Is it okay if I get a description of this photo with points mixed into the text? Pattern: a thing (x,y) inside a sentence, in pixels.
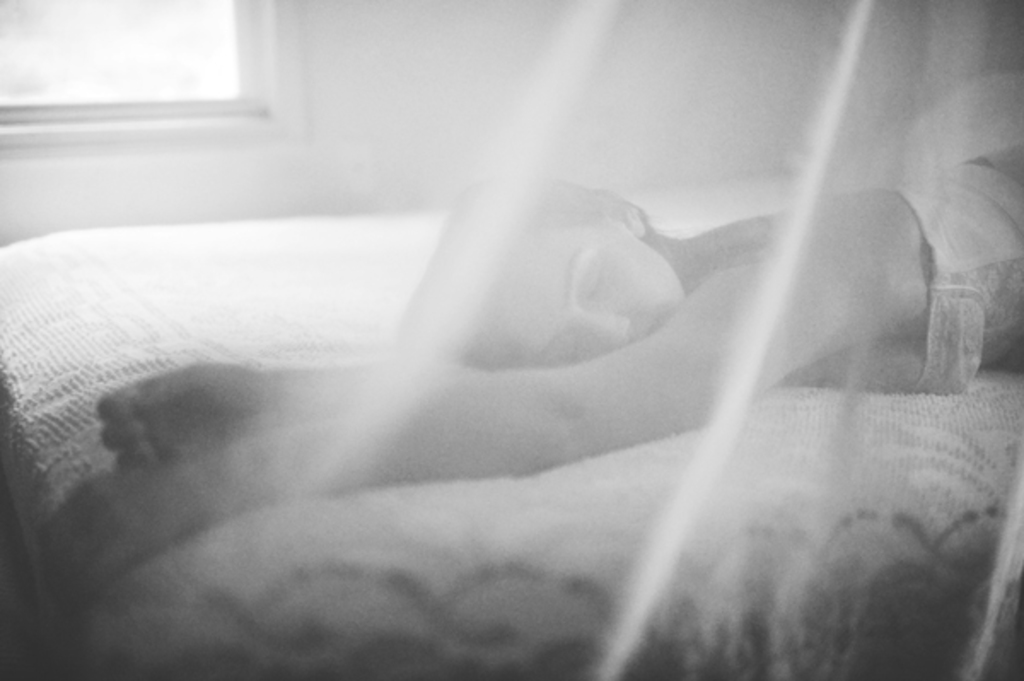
Woman (631,269) is lying on the bed (490,582). Here we can see window (127,57) and wall (756,29).
